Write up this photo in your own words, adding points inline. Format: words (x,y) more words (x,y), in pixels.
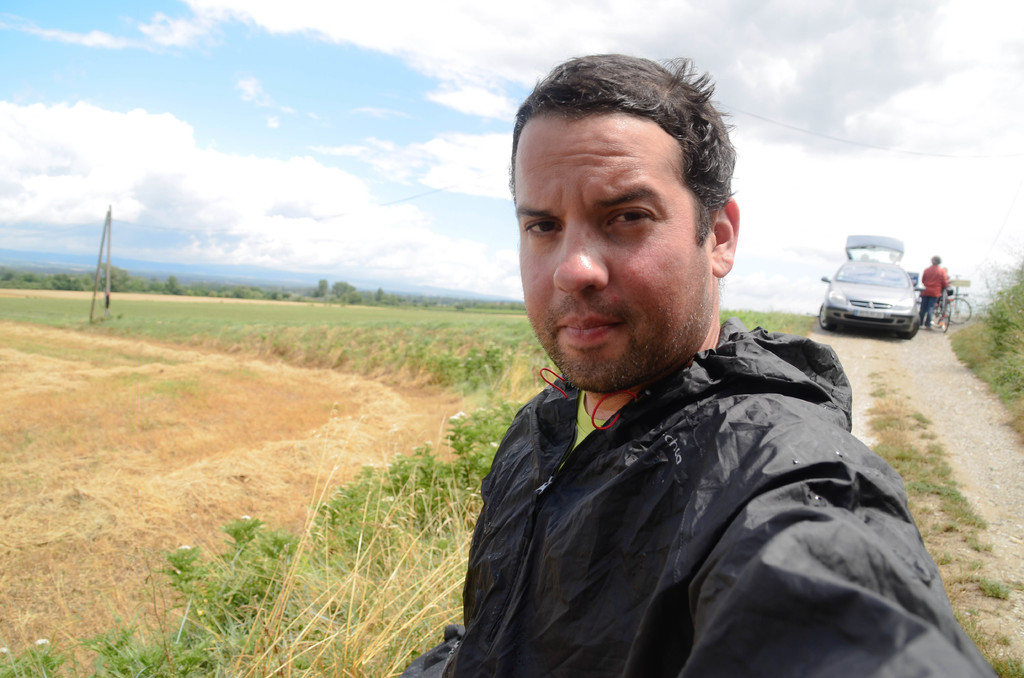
In this picture I can see there is a man (624,623) standing here, he is wearing a green t-shirt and a black coat (721,521) and there is a car (882,311) in the backdrop (901,308) and there is a person (937,258) holding a bicycle (937,317) and there are plants (224,625) and trees (357,292) in the backdrop (387,377). The sky (62,181) is cloudy.
